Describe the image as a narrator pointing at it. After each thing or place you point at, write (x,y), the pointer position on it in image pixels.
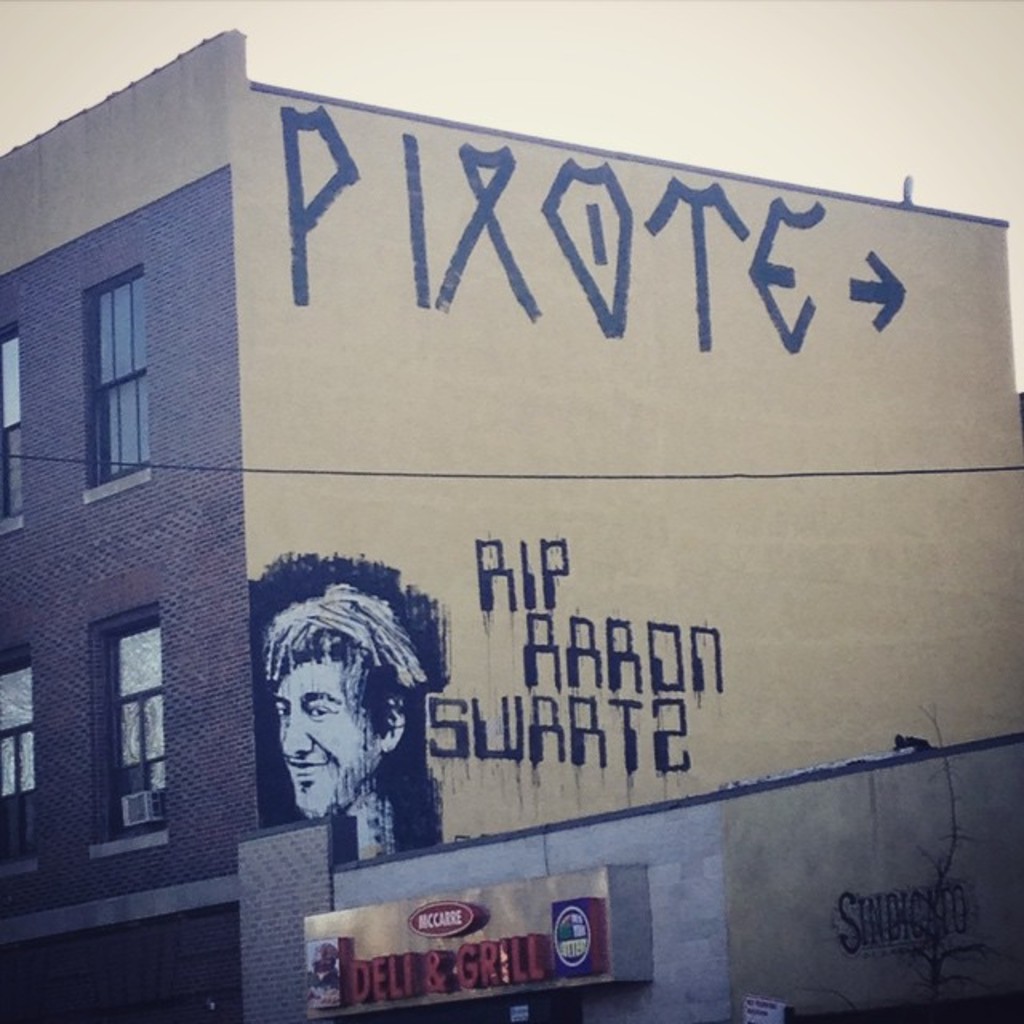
In this picture we can observe a building (144,474). We can observe a painting (295,725) of a person (337,677) on the wall (379,487) of this building (392,480) and there are some words (516,576) painted on this wall (574,356). We can observe a wire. There is a food stall (383,946). In the background (540,64) there is a sky (485,69).
